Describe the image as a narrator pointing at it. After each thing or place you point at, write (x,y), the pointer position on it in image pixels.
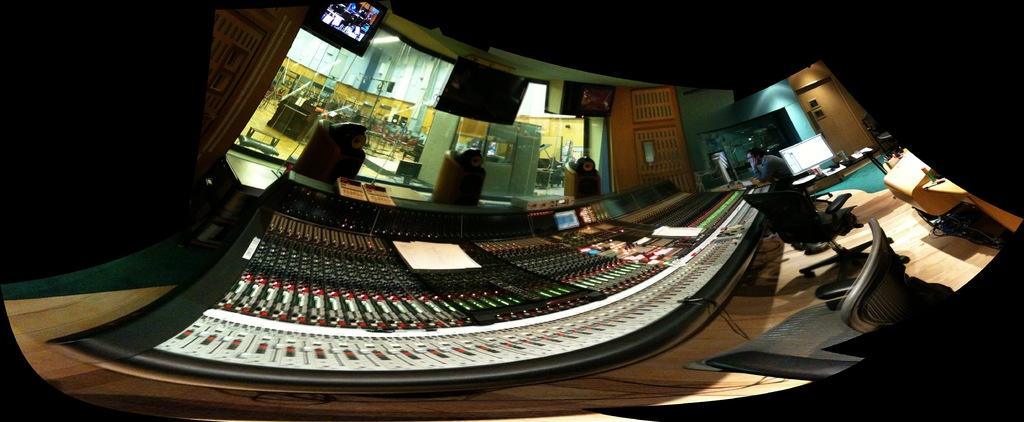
In this picture we can see a person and chairs (770,207) on the floor (808,262), here we can see screens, wall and some objects (895,154).
